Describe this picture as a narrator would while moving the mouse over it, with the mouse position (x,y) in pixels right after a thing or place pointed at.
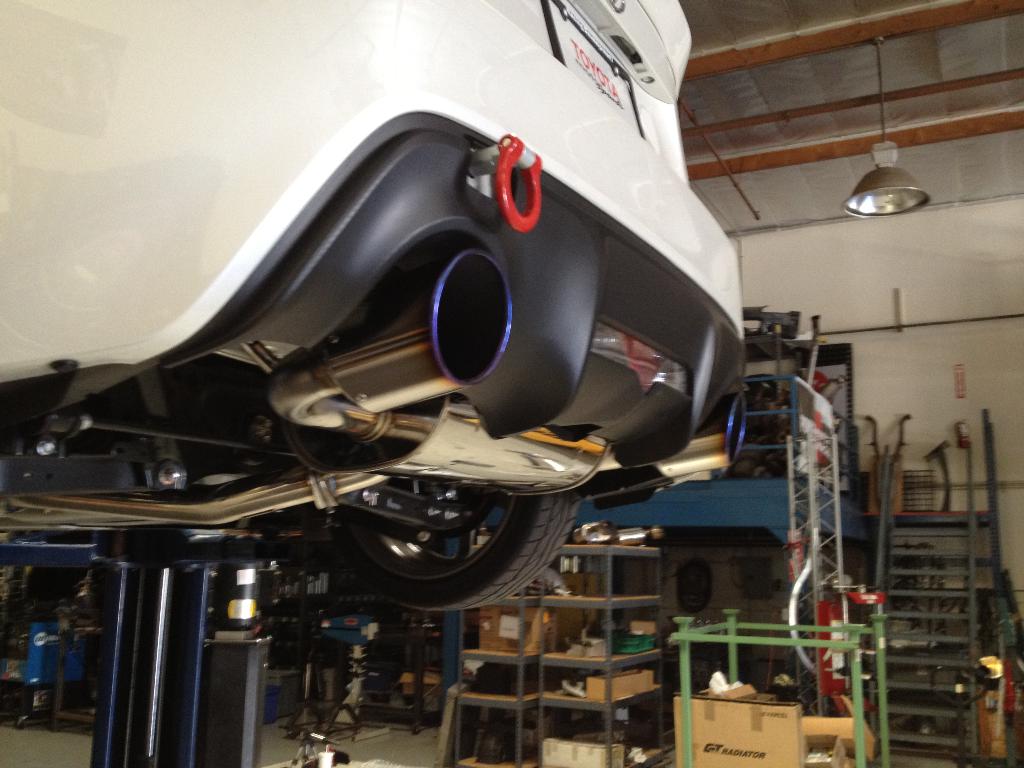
In this picture there is a car (481,111) which is in white color. We can observe a jack (153,634) here. We can observe garage (727,623) in the background (736,593). There is a ladder (906,571) here. We can observe a light (878,197) hanging from the ceiling (886,71). In the background (875,254) there is a wall (920,286) which is in white color.
